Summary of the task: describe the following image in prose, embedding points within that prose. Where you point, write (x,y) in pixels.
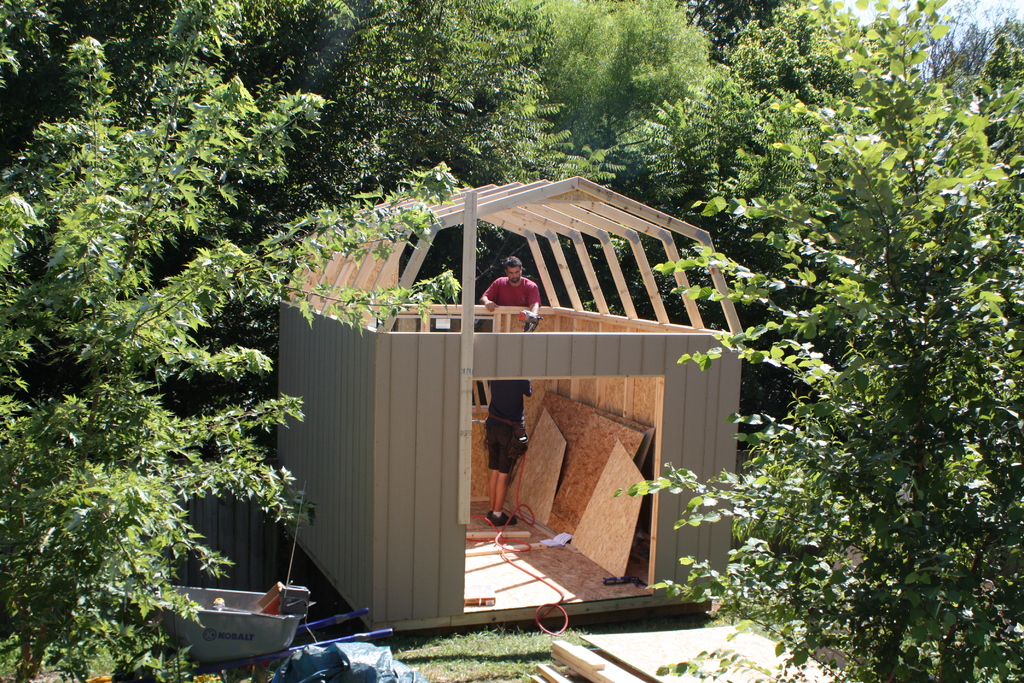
In this image there are two men (510,399) in the middle (514,360) who are constructing the wooden house (514,360). On the left side (248,621) bottom there is a trolley (255,633). In the trolley (237,617) there are tools (224,608). There are trees (291,210) around the wooden house (632,459). At the bottom (595,675) there are wooden sticks (604,657).
